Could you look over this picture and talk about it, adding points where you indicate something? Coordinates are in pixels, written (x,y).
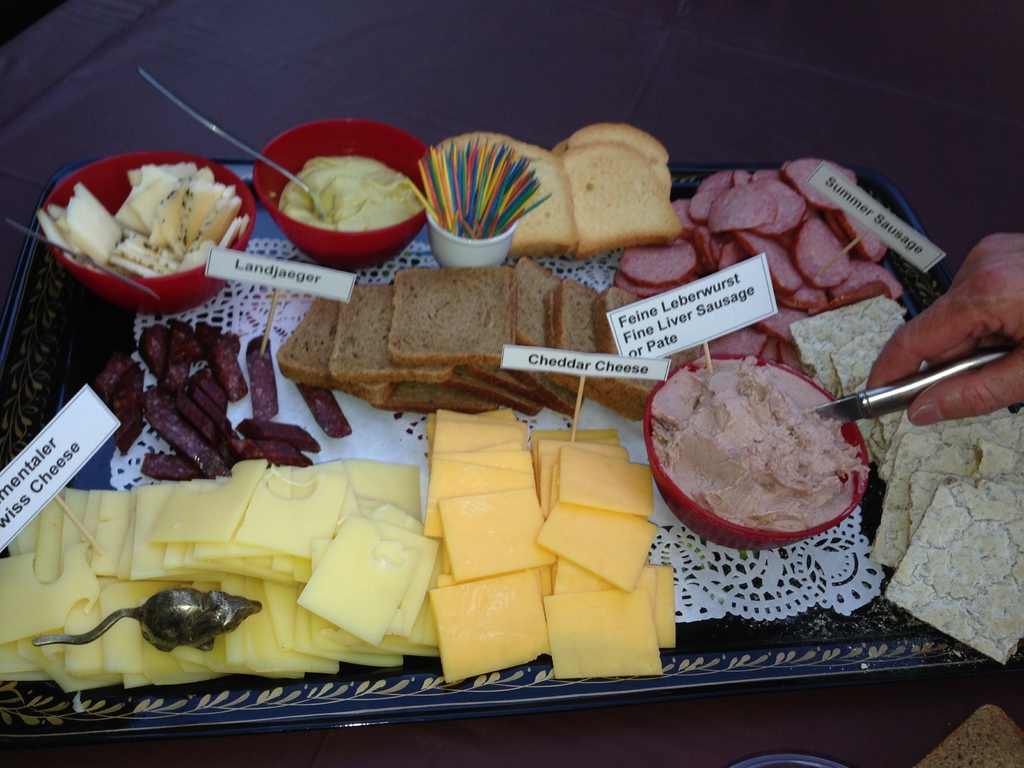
In the center of the image (365,305) there is a tray (429,440) and we can see breads (482,368), cheese (466,522), sauce (712,491), sausage (823,260), bowls (205,287) and some food (898,413) placed on the tray (751,617). On the right (933,359) we can see a person (935,390) holding a knife (895,396).
